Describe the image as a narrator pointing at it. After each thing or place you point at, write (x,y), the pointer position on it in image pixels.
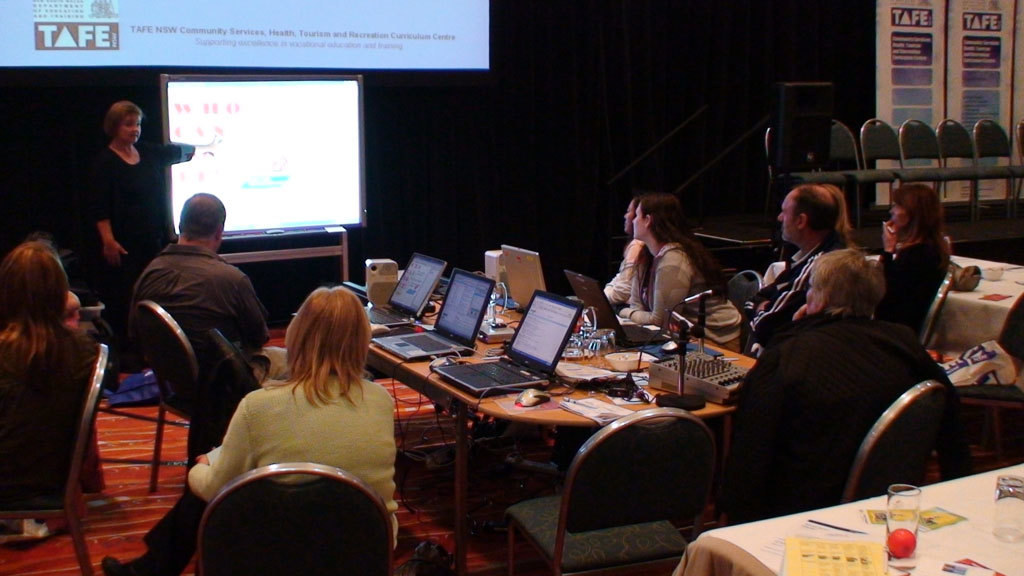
In this image I see lot of people (9,295) who are sitting on the chairs (254,565) and there is a woman (142,114) standing near to the screen (172,213), I can also see the table (594,362) and there are lot of laptops (557,309) and few things (653,385) on it, I can also see a table (710,544) over here.
